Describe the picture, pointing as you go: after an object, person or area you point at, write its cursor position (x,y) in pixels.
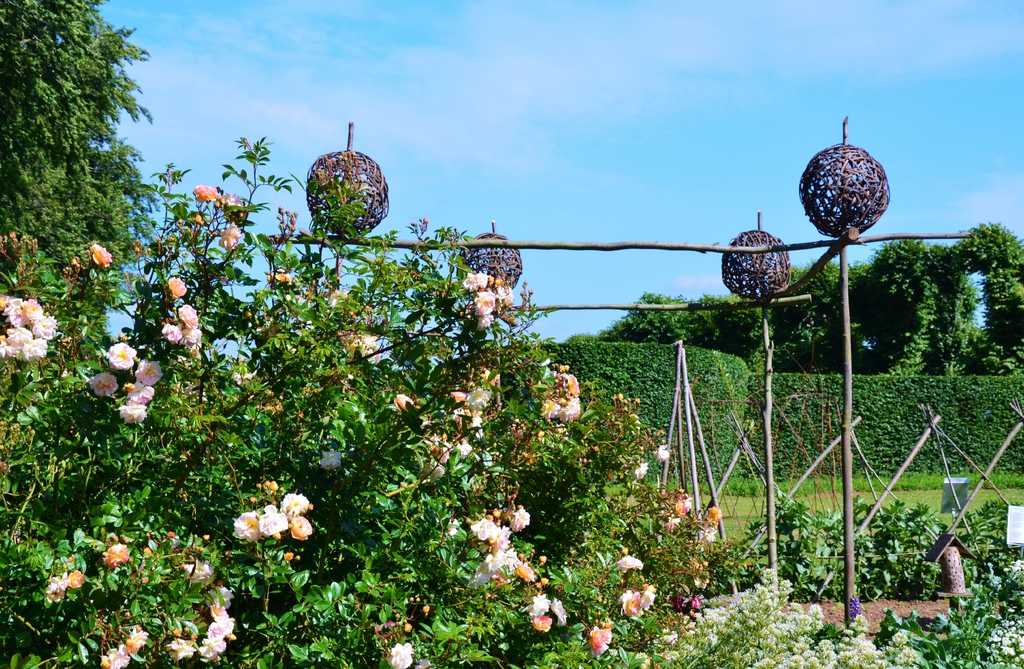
In this picture we can see flowers (629,594), sticks (882,481), trees (710,315) and in the background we can see the sky (615,62) with clouds (670,50).
